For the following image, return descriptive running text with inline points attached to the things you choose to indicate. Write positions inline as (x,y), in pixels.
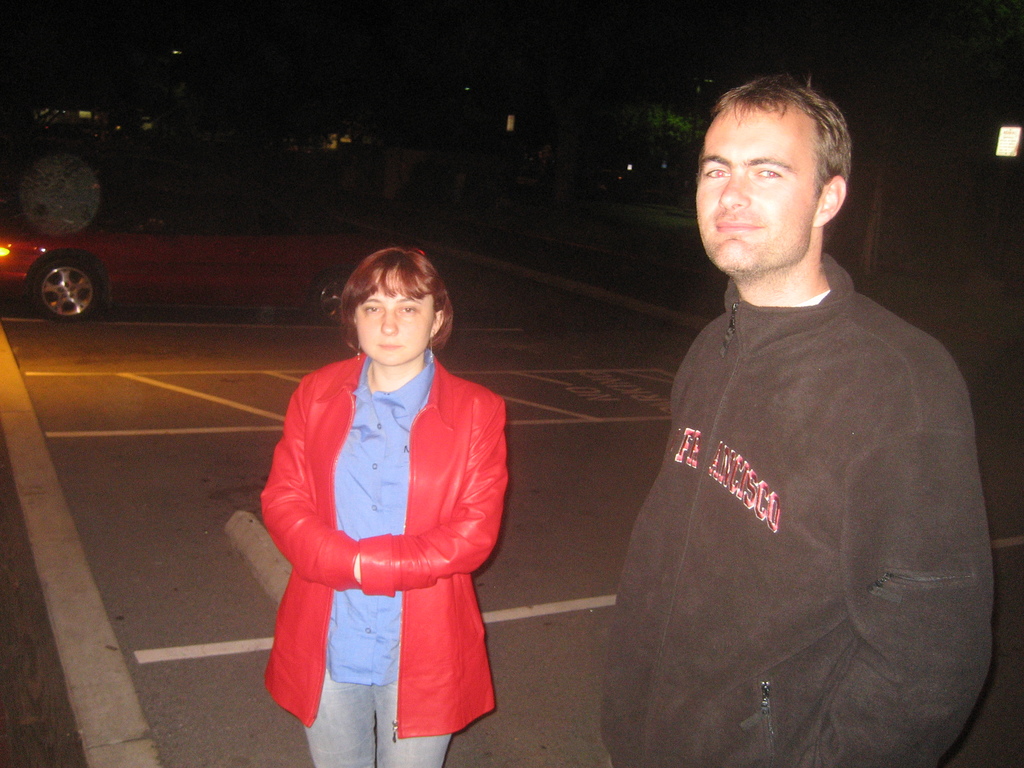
This image is taken during the night time. In this image we can see a man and a woman (319,587) standing. In the background (259,240) we can see a car (186,262) passing on the road (482,279). We can also see a board (1013,142) and a light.
